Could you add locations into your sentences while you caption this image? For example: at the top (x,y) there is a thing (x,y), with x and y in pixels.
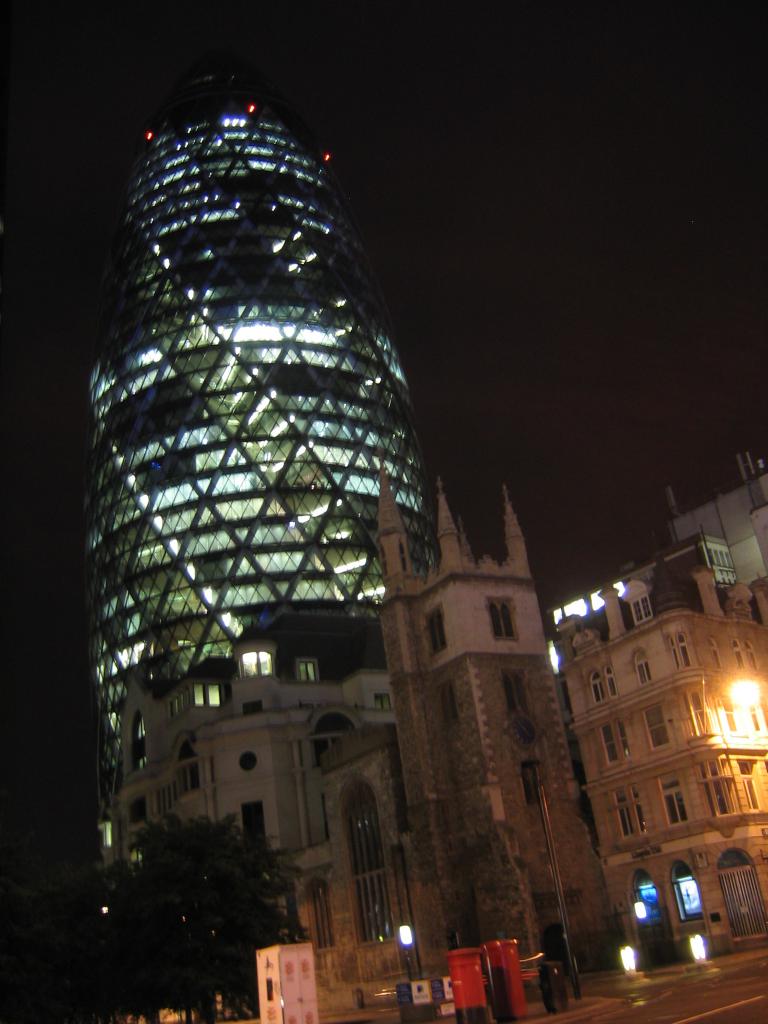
In this picture we can see the road (672,989), post box (482,999), booth (305,983), lights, trees (199,923), buildings (104,663) with windows (273,412) and some objects (442,1007) and in the background (373,198) it is dark.
